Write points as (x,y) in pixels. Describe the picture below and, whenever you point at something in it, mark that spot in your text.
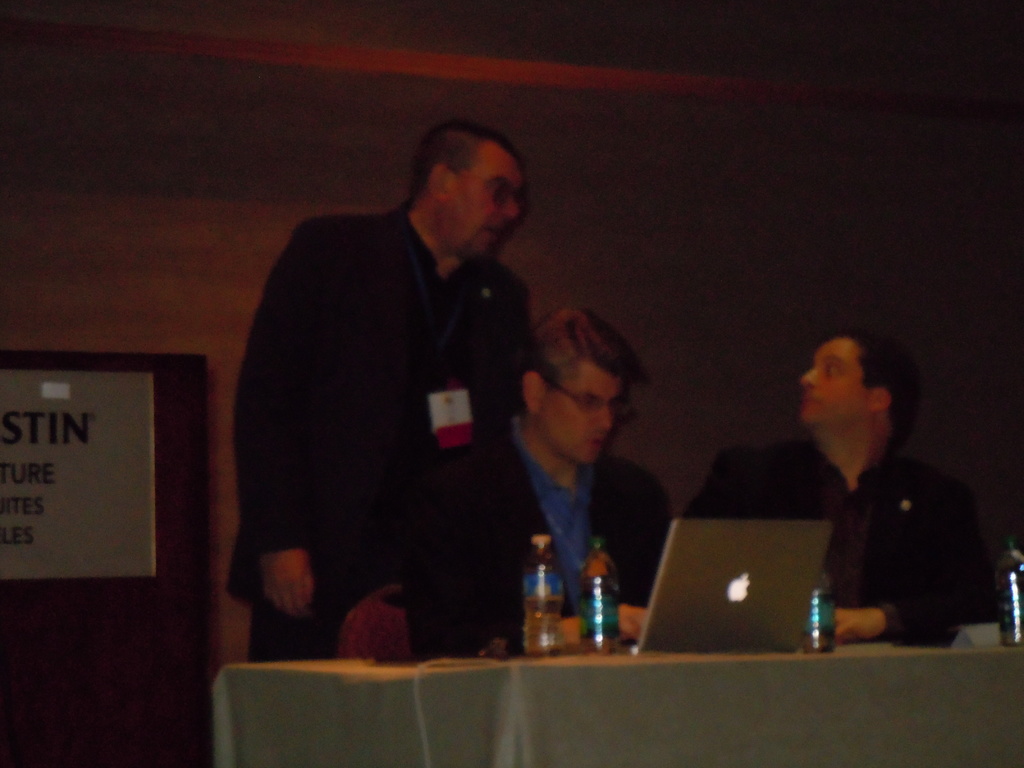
In this picture I can see two people (559,514) sitting on the chair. I can see a person (364,349) standing on the surface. I can see the bottles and electronic devices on the table (340,692).
